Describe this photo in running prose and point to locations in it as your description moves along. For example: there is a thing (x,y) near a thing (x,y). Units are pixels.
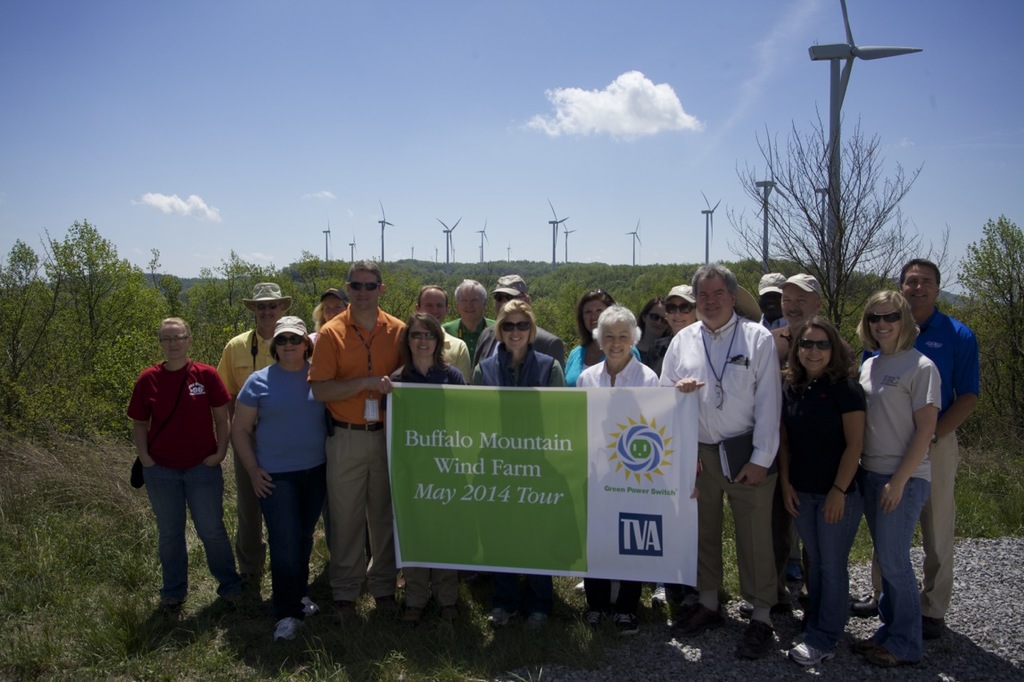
There is a group of persons (485,380) standing at the bottom of this image (335,486), and there are some persons (516,362) holding a poster (505,470). There are some trees (56,311) and turbines (832,206) in the background (984,287). There is a cloudy sky (466,152) at the top of this image (417,104).
